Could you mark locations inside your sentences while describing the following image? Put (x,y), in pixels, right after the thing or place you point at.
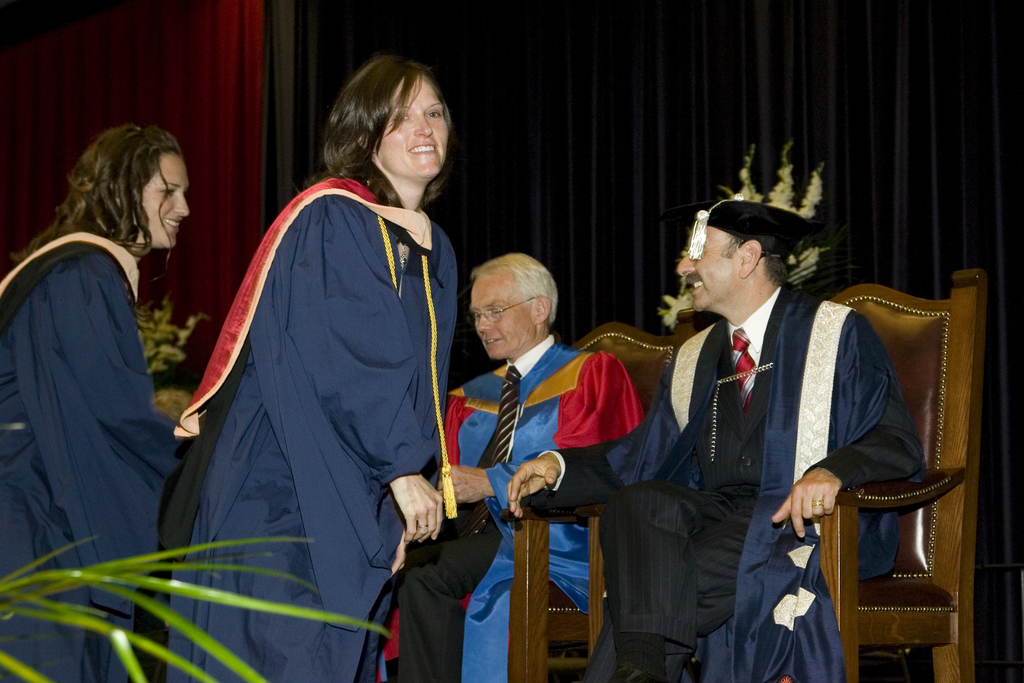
In this picture there are two girls (127,251) on the left side of the image (287,359) and there are two men (690,239) those who are sitting on the chairs (644,356) on the right side of the image (712,491), there are black and red color curtains (652,41) in the background area of the image (547,58).
